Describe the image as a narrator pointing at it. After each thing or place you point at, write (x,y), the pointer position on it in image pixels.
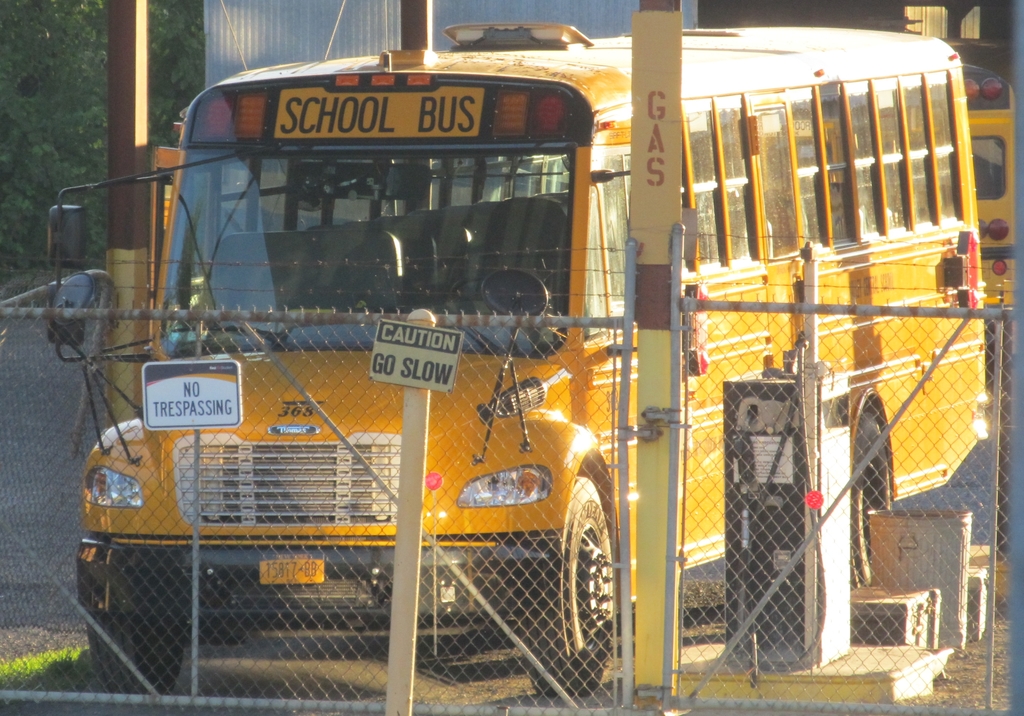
In this picture there are buses (872,253) on the road (44,450). In the foreground (390,511) there is a fence (390,511) and there are poles (417,529) and there are boards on the poles (1017,125). At the back (11,82) there is a tree (49,57). At the bottom (52,483) there is a road (40,438) and there is grass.
